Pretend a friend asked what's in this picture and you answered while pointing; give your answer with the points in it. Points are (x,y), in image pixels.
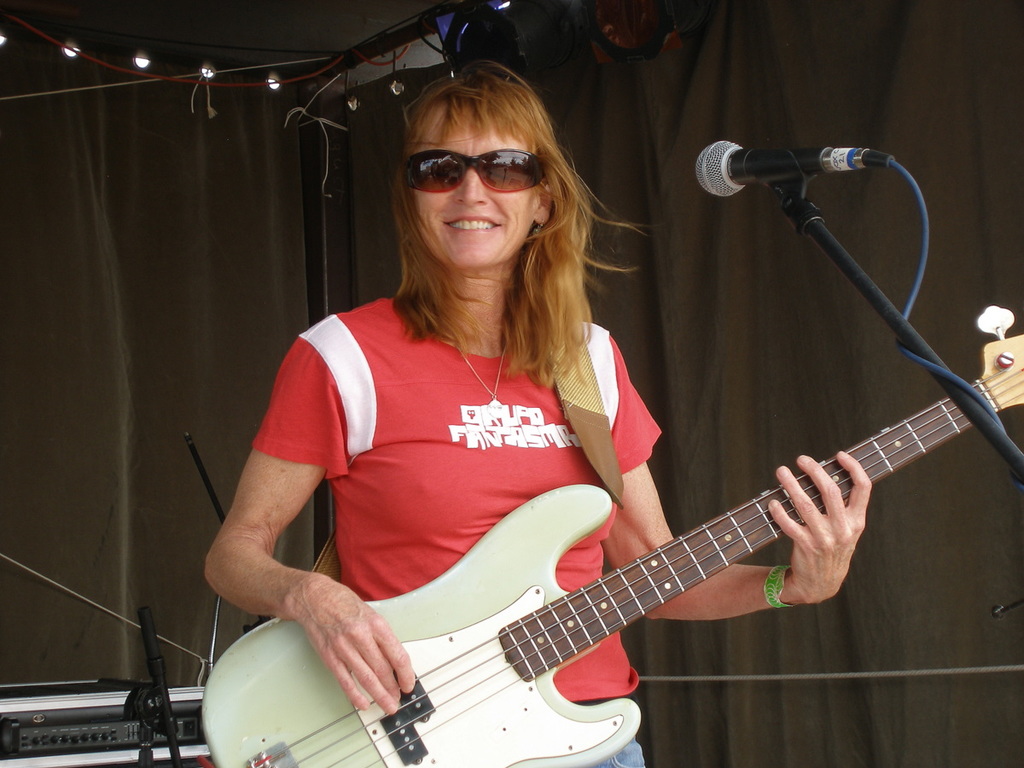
This picture seems to be clicked under the tent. In the center (495,345) we can see a woman (418,205) wearing red color t-shirt (421,395), goggles (514,172), smiling, standing and seems to be playing guitar (610,581). On the right (808,172) we can see a microphone (830,162) attached to the metal stand (997,446). In the background (174,711) we can see the lights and the musical instrument (111,721) and some other objects (26,724).
